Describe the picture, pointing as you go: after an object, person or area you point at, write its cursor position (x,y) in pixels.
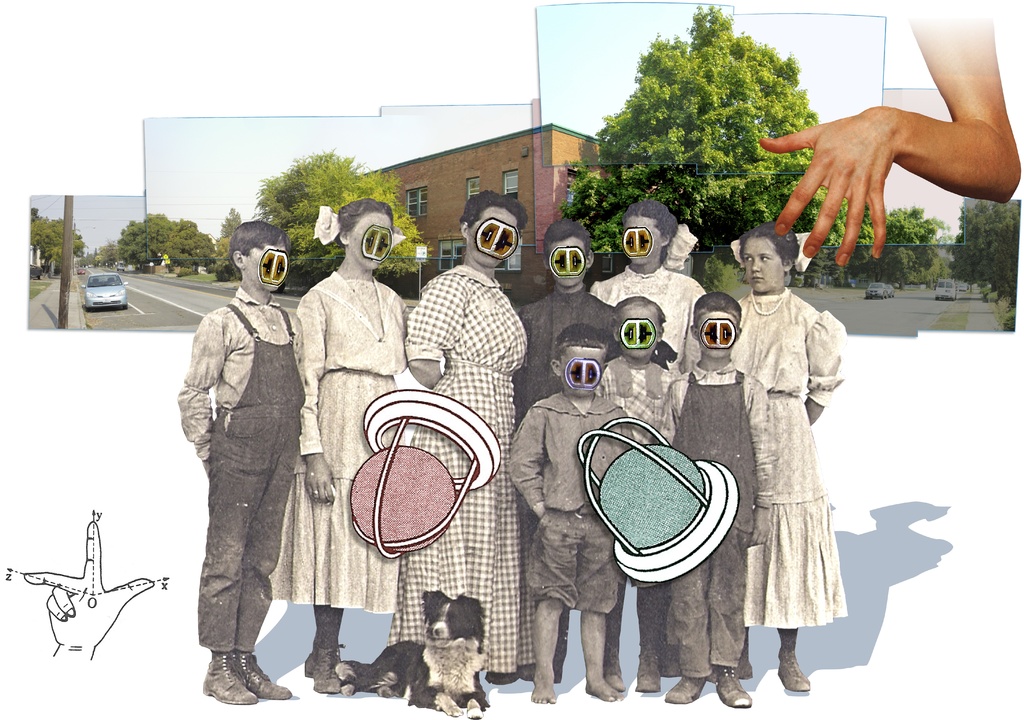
It is an edited image, there are some morphed images (433,323) of few people (574,601) and behind them there are different pictures (477,159) of trees (316,195), houses (480,174) and on the right side (993,114) there is a hand (852,139).
